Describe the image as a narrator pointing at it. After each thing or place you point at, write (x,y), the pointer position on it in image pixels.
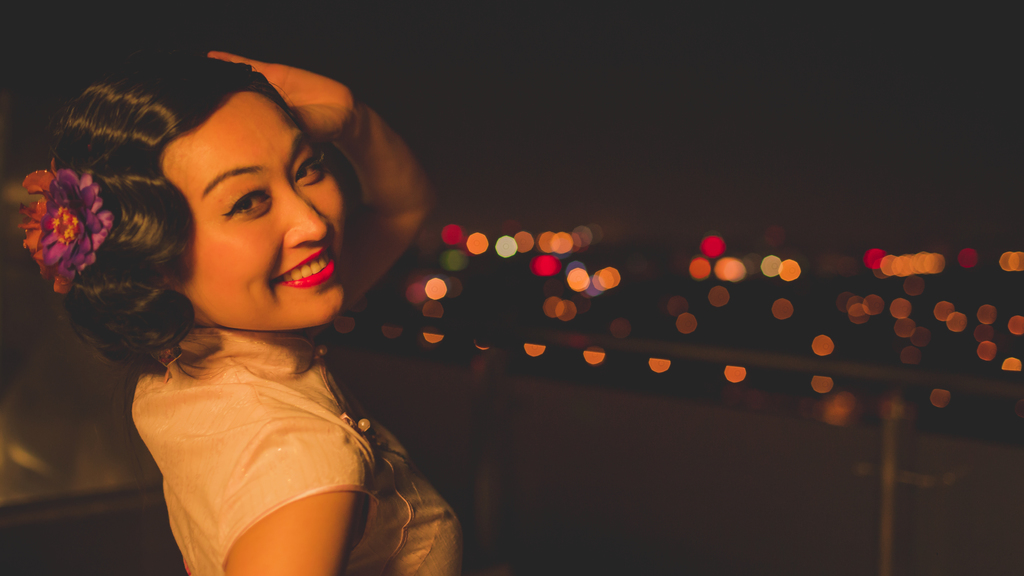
In this image in the foreground (199,359) there is one woman (207,303) who is smiling, and in the background (609,340) there is a wall (395,399) and some lights (501,253).
